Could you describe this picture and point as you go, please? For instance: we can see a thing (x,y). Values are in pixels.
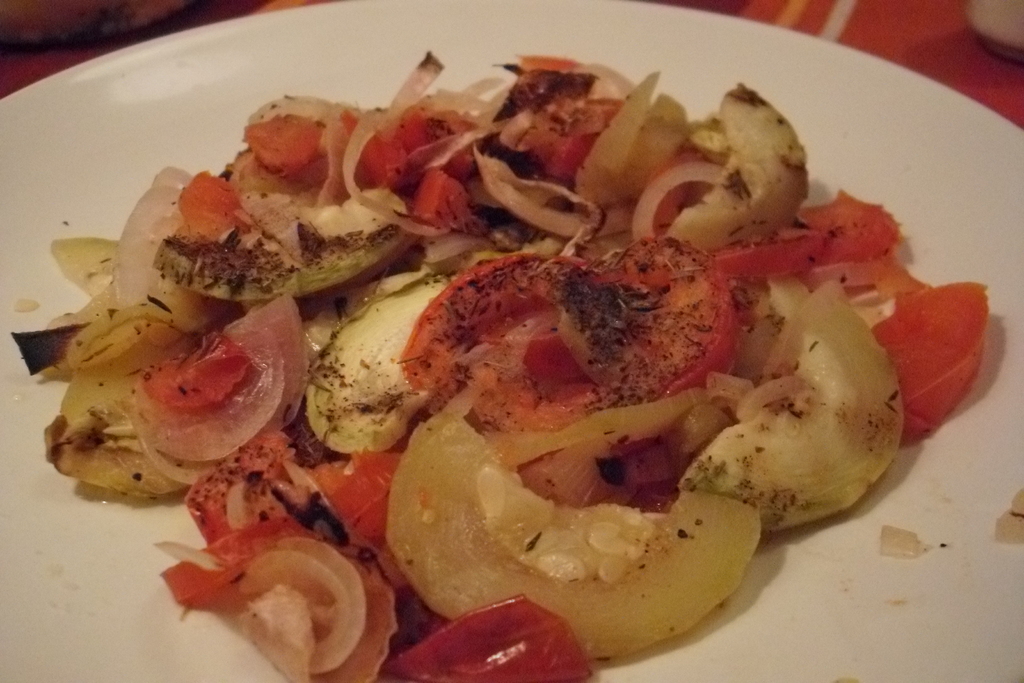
In this image we can see some food items (527,318) on the plate (971,489).
